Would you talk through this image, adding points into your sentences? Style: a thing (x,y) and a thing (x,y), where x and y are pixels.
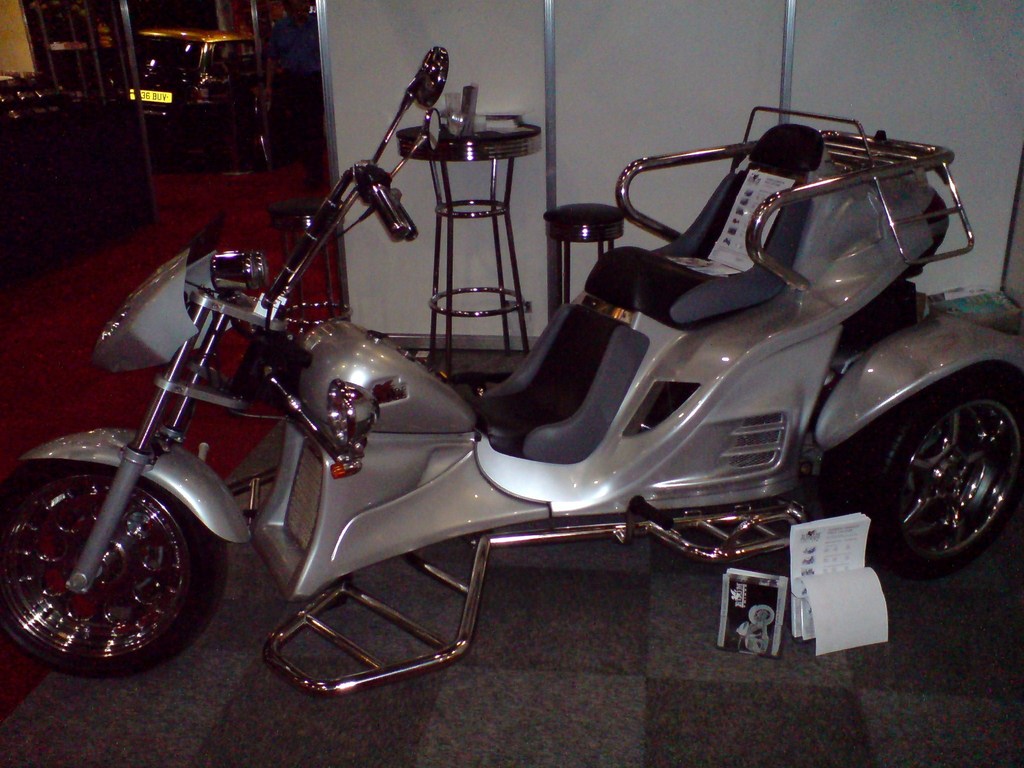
In this image in the center (441,480) there is a vehicle (16,598), and in the background (626,90) there are stools (547,222), board (511,79) and vehicles (146,92) and some objects (94,143). At the bottom (133,731) there is carpet (499,694) and floor (703,645).
